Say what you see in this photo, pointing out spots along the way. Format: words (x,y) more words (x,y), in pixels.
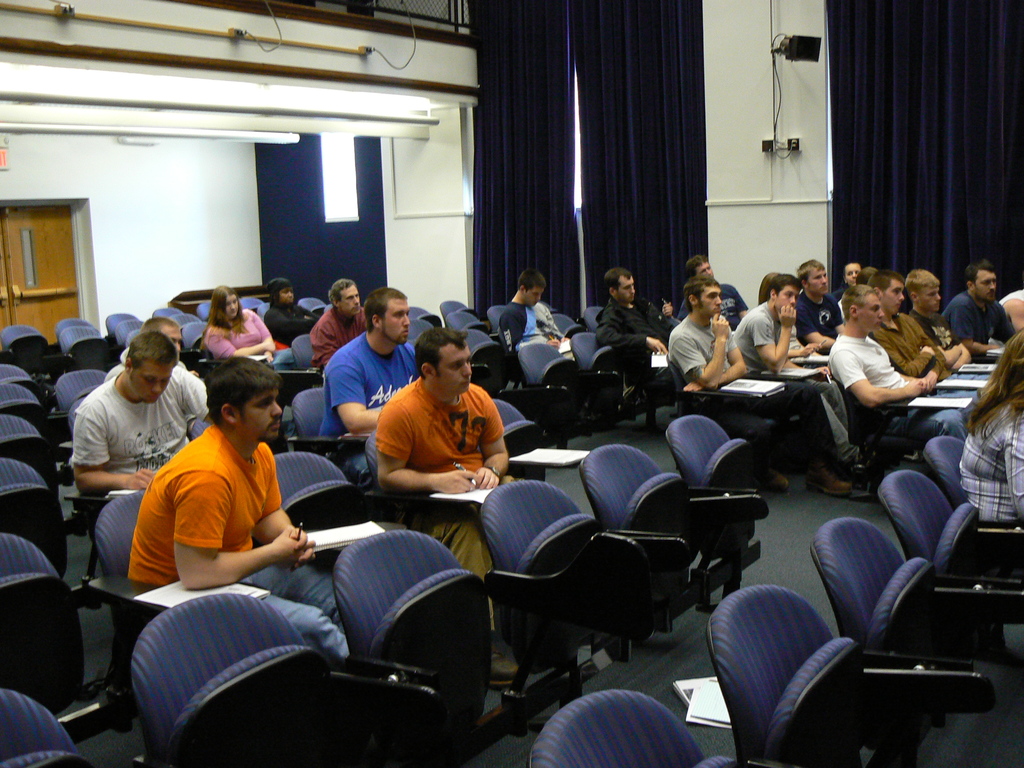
In this image there are people (402,485), chairs (514,402), walls (800,181), curtains (626,168), papers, walls (108,238) and objects (172,102). People (220,438) are sitting on chairs (501,361). In-front of them there are papers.
